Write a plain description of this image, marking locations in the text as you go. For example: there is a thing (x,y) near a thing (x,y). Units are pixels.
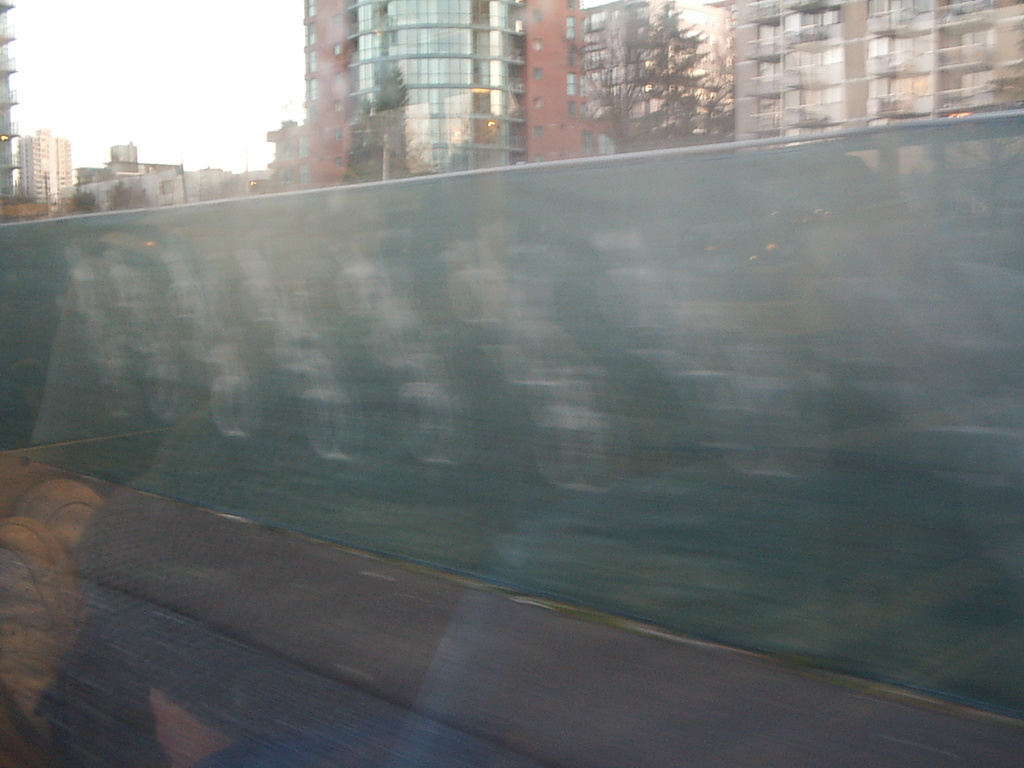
On the left side (286,741), there is a road (295,732), near footpath (314,616). Which is near a sheet (749,486). In the background (374,62), there are trees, buildings (861,93). Which are having glass windows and there is sky (134,29).
